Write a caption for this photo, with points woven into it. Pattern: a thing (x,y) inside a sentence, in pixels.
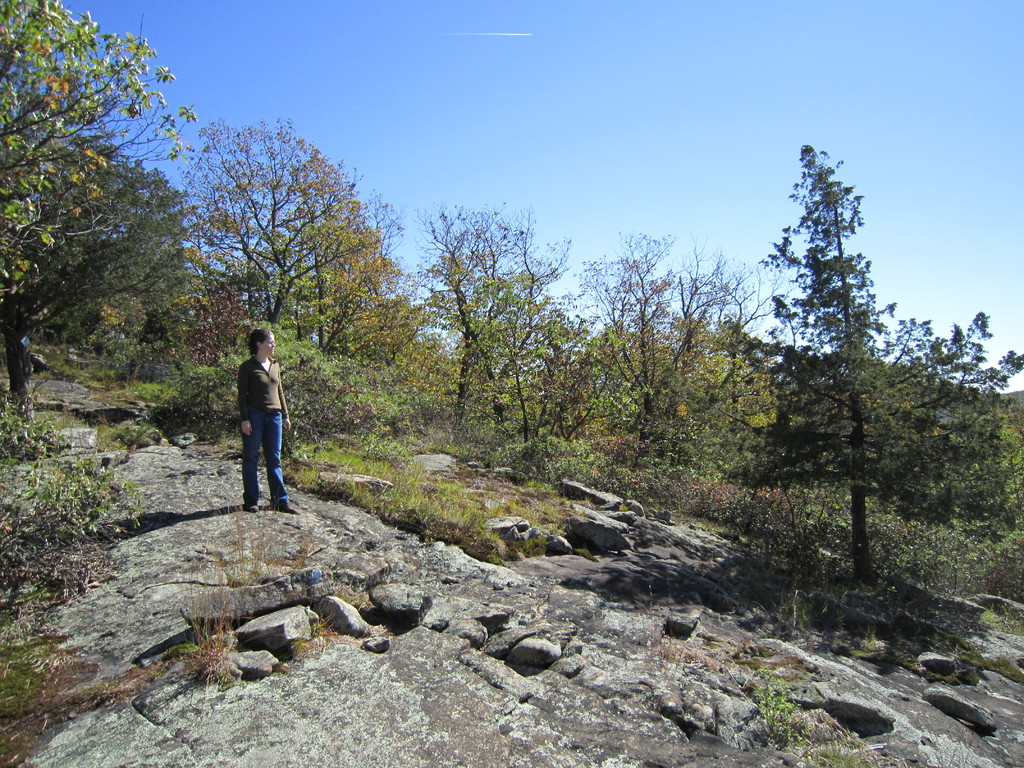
In the picture I can see a person (273,414) wearing brown color top (259,407) and jeans (274,440) is standing on the rocks (341,568), here I can see stones (445,613), trees (788,478) and the blue color sky (602,130) in the background (579,203).
